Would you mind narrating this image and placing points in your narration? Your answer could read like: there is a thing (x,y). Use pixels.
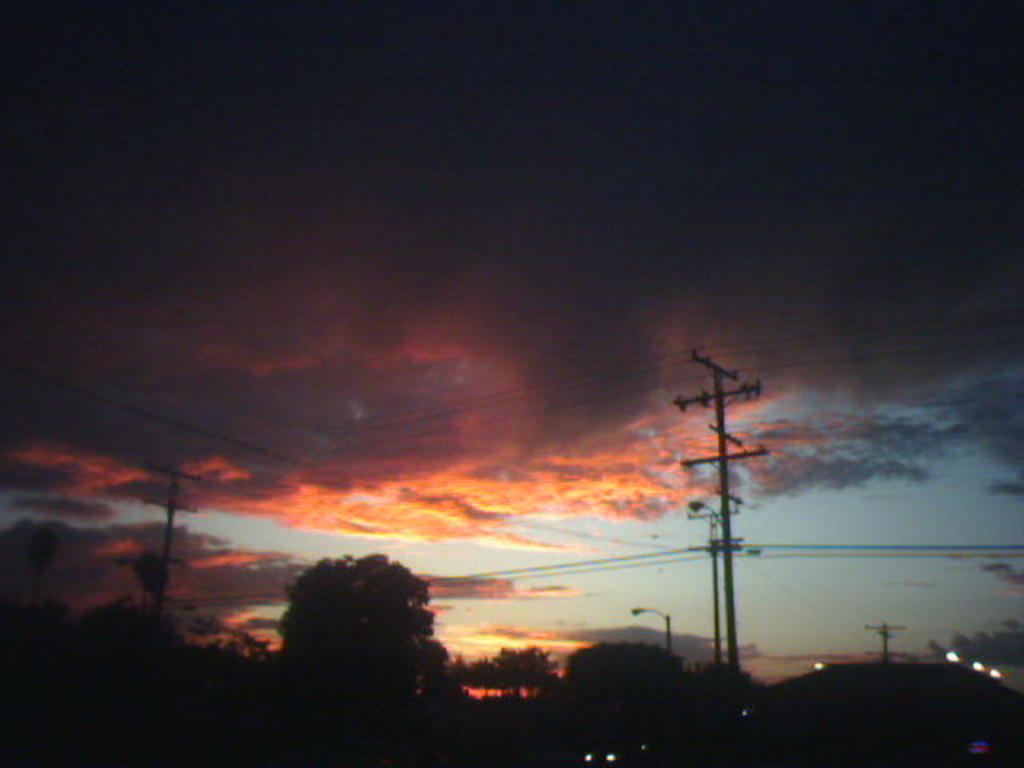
In this image there are poles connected with the wires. Bottom of the image (423,719) there are trees (539,690). Right side there are street lights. Bottom of the image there is a vehicle (591,761). Top of the image (475,220) there is sky (558,391) with some clouds (631,496).
